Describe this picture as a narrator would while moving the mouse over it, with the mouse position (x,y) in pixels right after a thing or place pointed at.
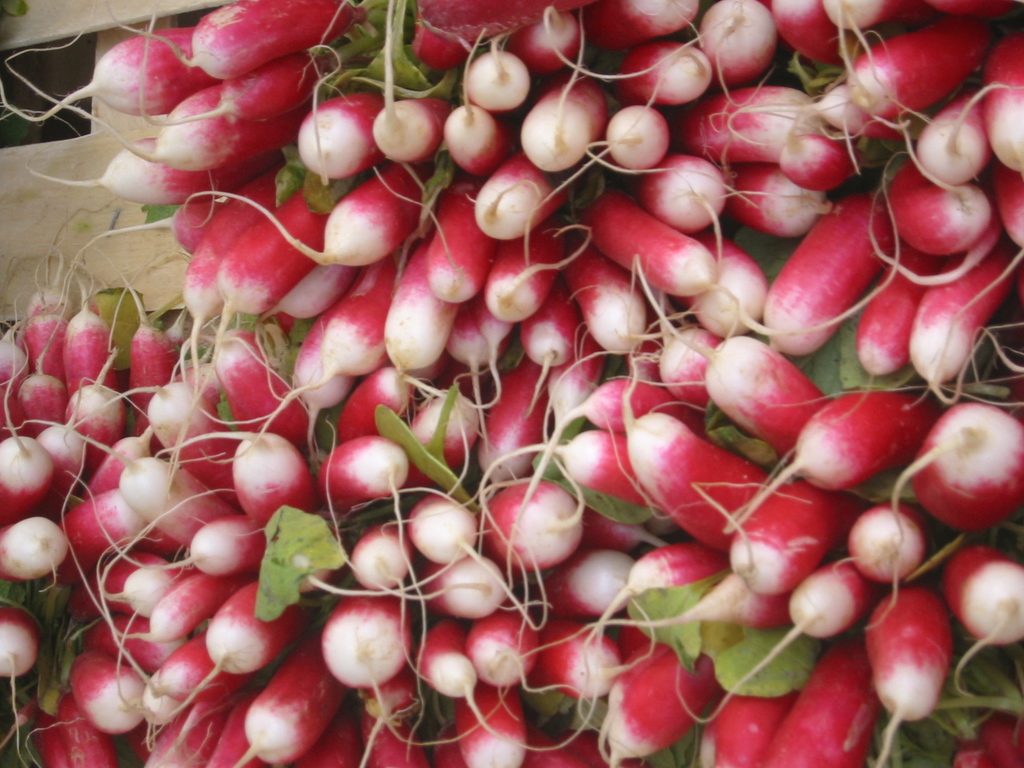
In this picture there are vegetables (456,647) and there are leaves (63,612). At the back (6,272) there is a wooden object (153,269).
